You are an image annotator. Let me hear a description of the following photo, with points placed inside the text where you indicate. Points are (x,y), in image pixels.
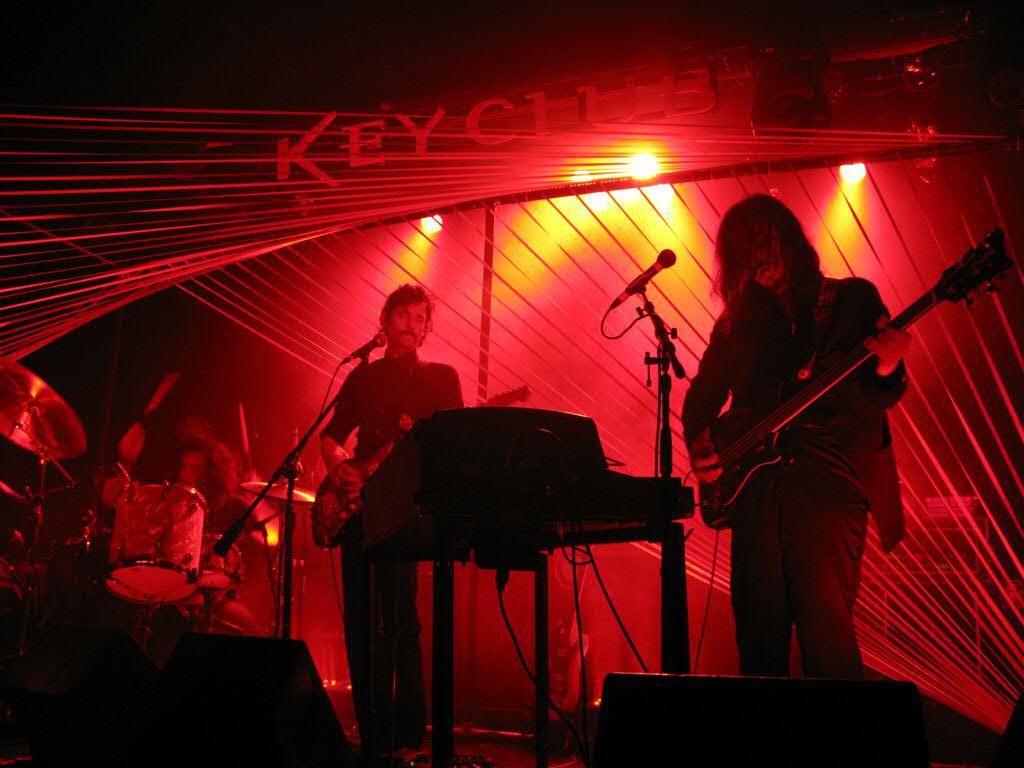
In this picture we can see people (355,386), here we can see musical instruments (516,415), mics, lights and some objects (1010,554).
